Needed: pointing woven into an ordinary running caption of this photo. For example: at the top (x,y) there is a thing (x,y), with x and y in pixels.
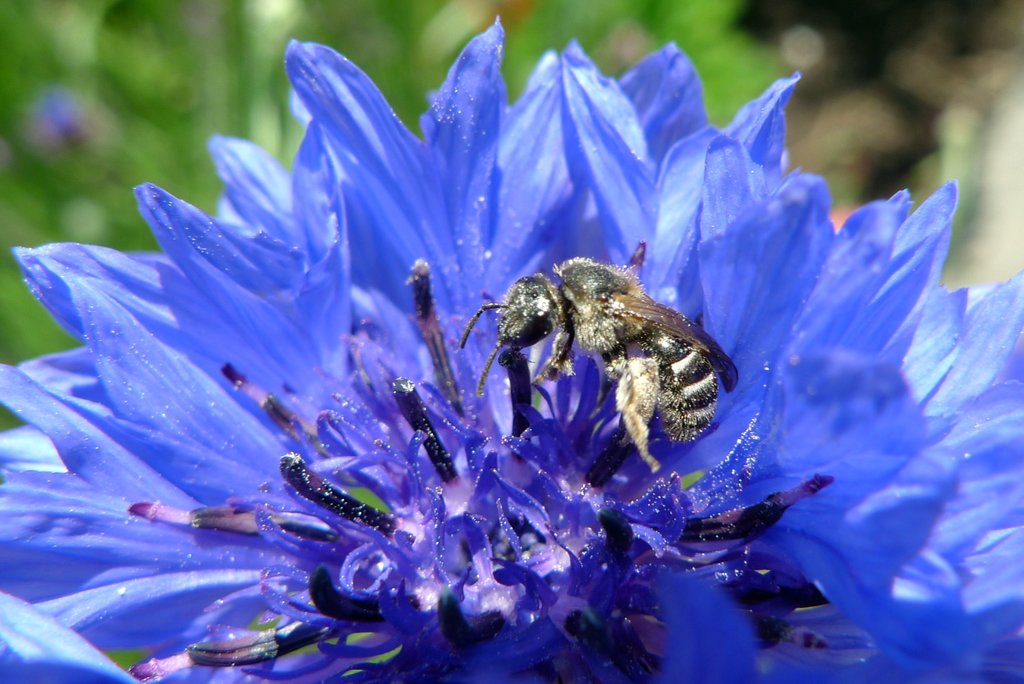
In this picture there is a purple color flower (514,494) on which honey bee (636,431) is sitting. Behind there is a green blur background (121,90).
